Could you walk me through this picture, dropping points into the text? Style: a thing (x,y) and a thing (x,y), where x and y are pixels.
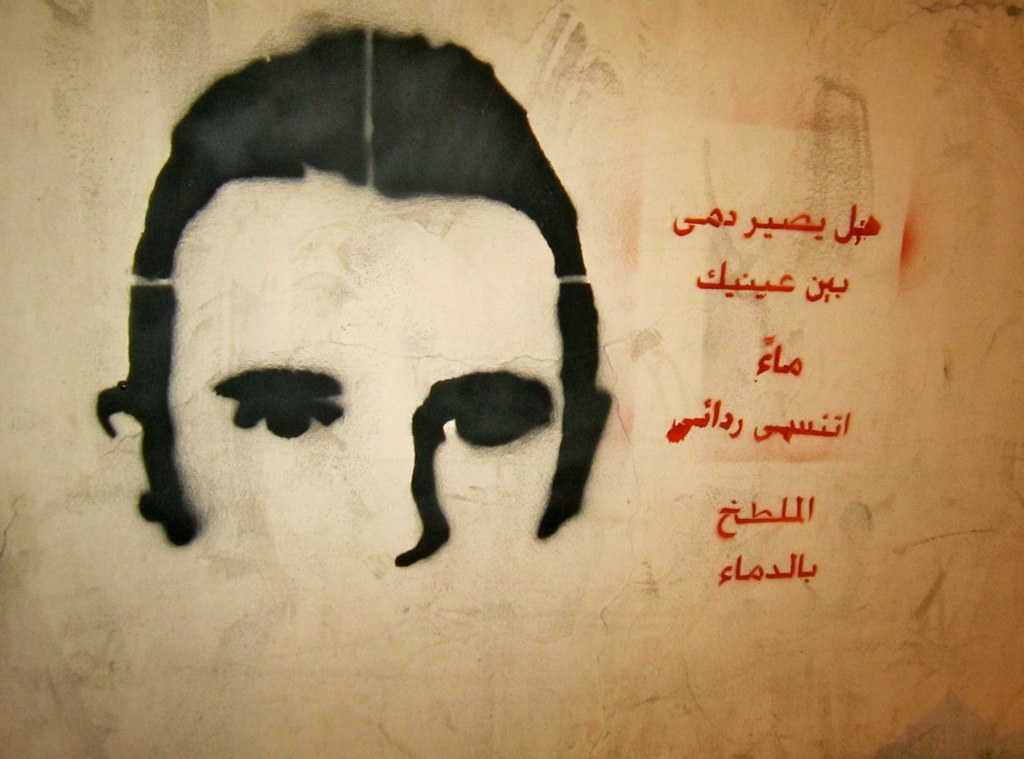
This picture shows a painting (561,217) on the wall (438,235).
